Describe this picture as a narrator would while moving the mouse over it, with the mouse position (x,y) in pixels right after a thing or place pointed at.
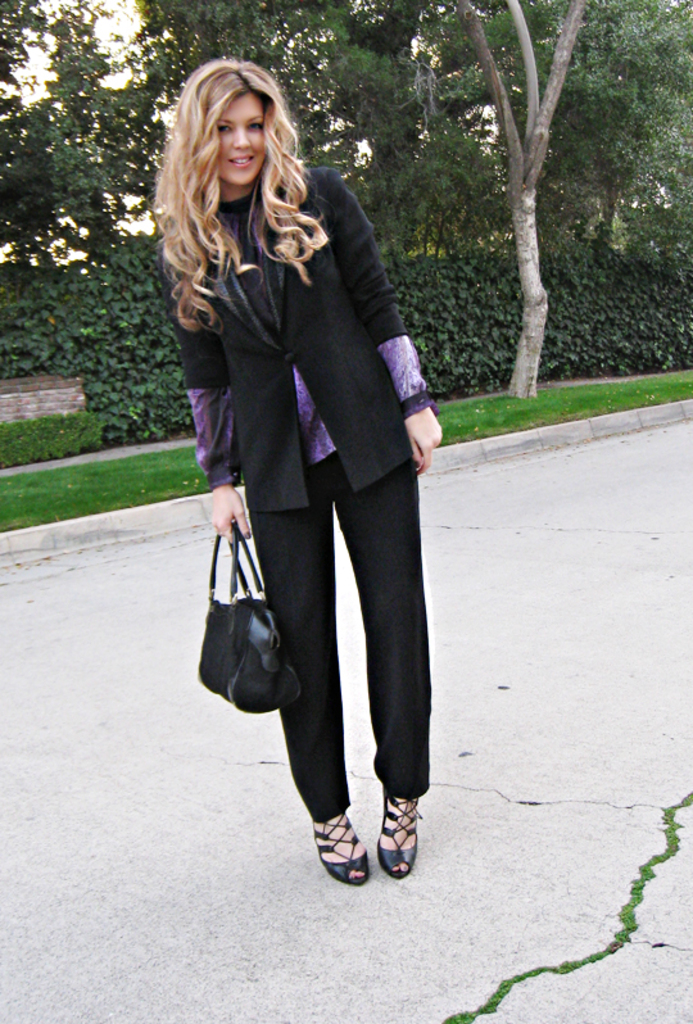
A woman (373,604) is standing and holding hand bag (268,615) in her hand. In the background (17,205) there are trees (542,325) and grass (467,438).
